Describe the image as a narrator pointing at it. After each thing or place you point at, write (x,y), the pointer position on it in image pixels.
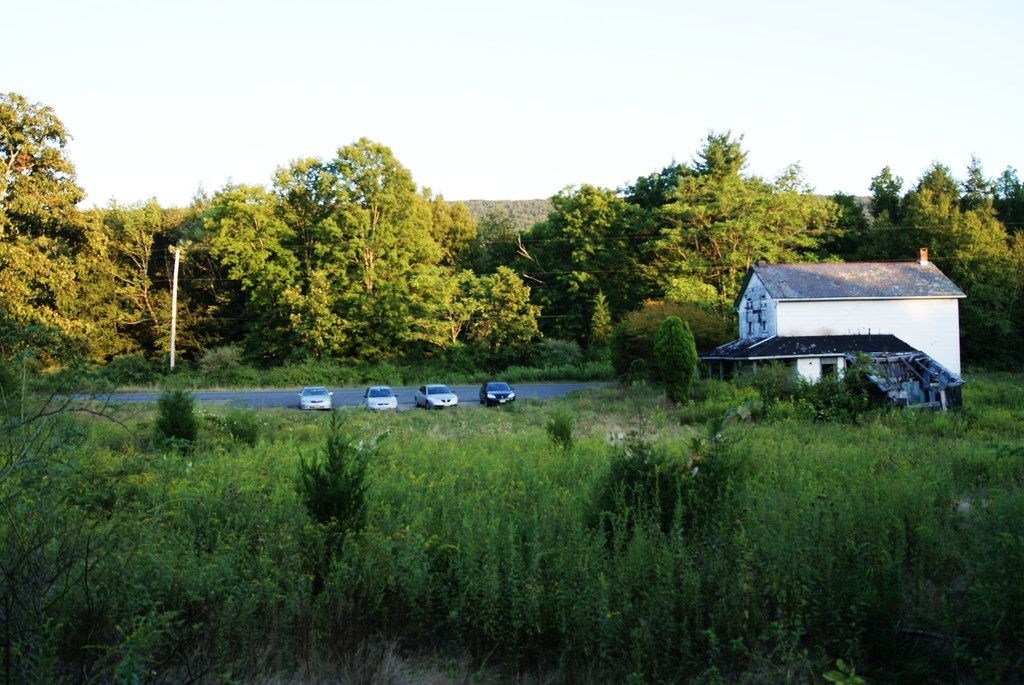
In the center of the image (524,283) we can see cars (437,389), road (456,387), trees (355,312), pole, houses (778,318) are there. At the top of the image (454,52) sky (450,61) is there.
